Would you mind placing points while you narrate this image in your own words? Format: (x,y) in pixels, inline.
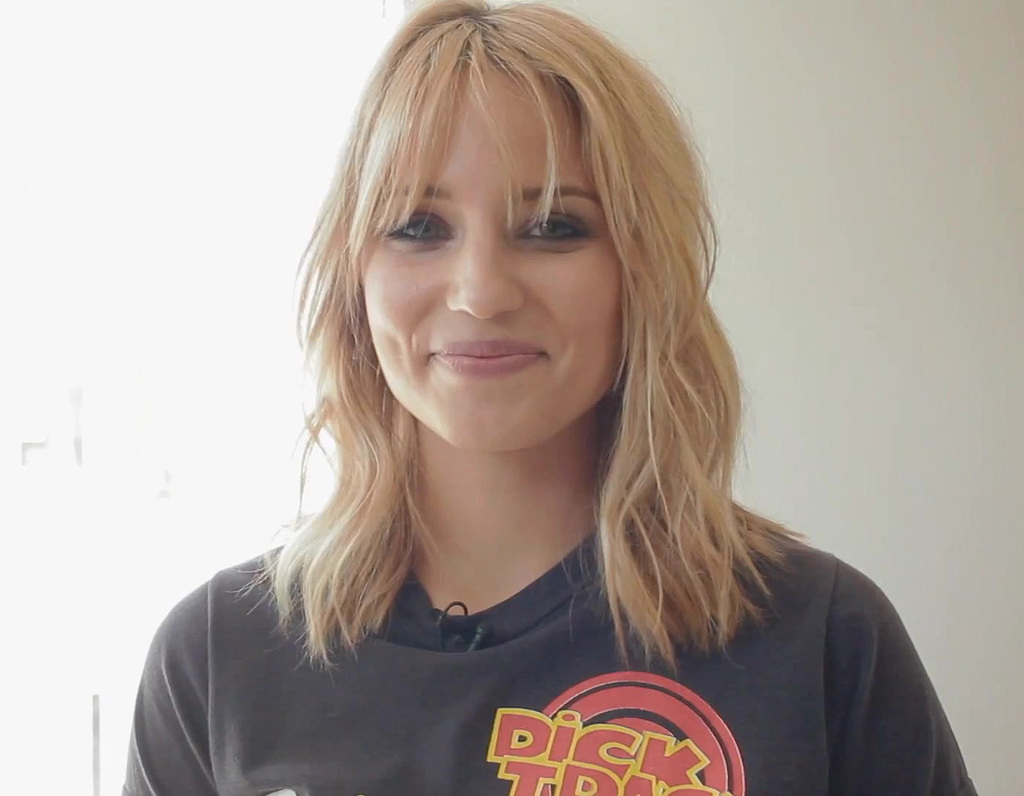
In the center of the image (565,427) we can see one woman (572,647) standing and she is smiling, which we can see on her face (404,313). And she is in black color t shirt (437,654). In the background (946,295) there is a wall (946,295).
